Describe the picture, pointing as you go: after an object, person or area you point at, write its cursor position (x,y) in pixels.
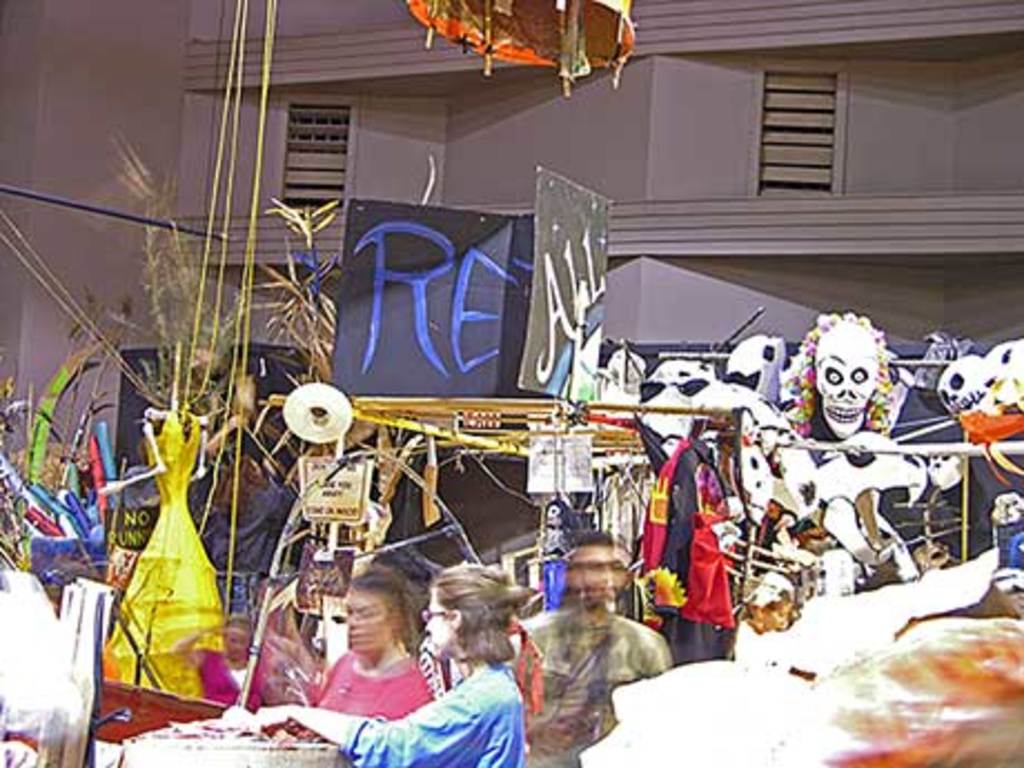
At the bottom of the picture (540,657), we see three people (494,631) are standing. The woman (447,726) in the blue shirt (474,724) is holding something in her hands (280,706). Beside that, we see a brown table (135,721). Behind them, we see many clothes (657,516), masks (712,377) and other items (106,479). This might be a stall (666,523). In the background (812,248), we see a building (699,209) in grey color. We see boards (486,305) in blue and grey color with some text (438,272) written on it. At the bottom of the picture (469,712), it is blurred.
